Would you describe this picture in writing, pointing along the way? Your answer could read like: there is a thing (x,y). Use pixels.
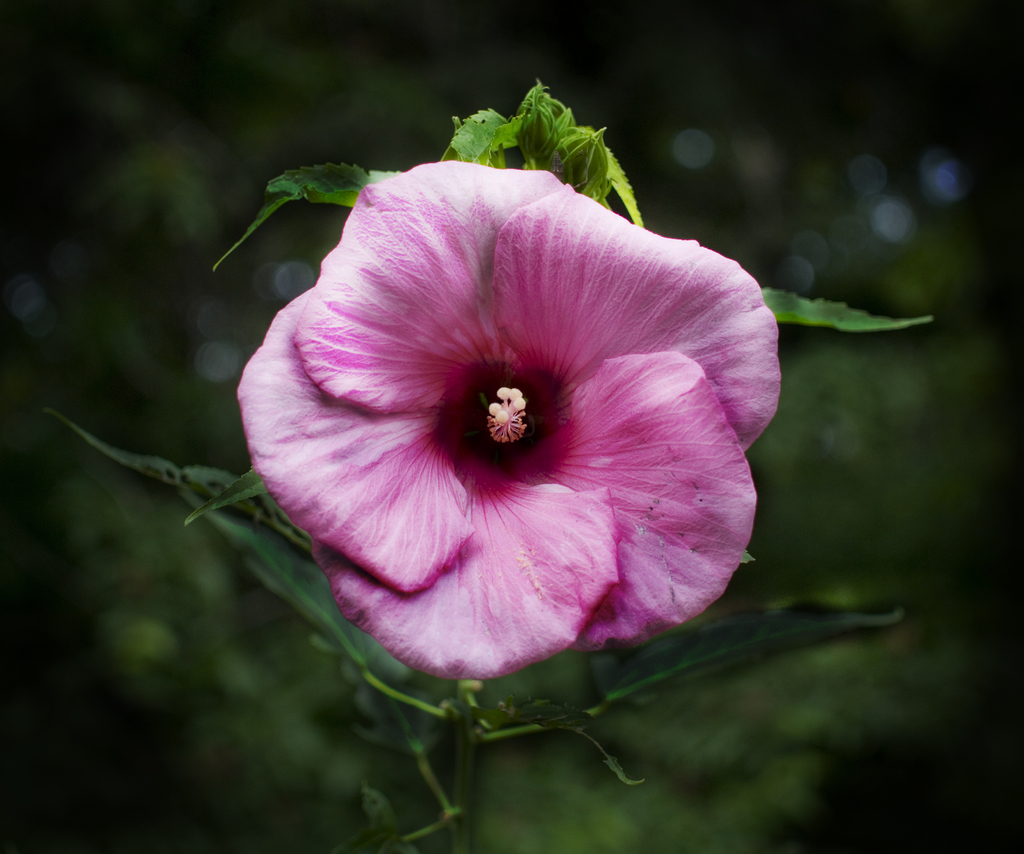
In the picture there is a beautiful flower (487,412) and the background of the flower (571,588) is dark green.
